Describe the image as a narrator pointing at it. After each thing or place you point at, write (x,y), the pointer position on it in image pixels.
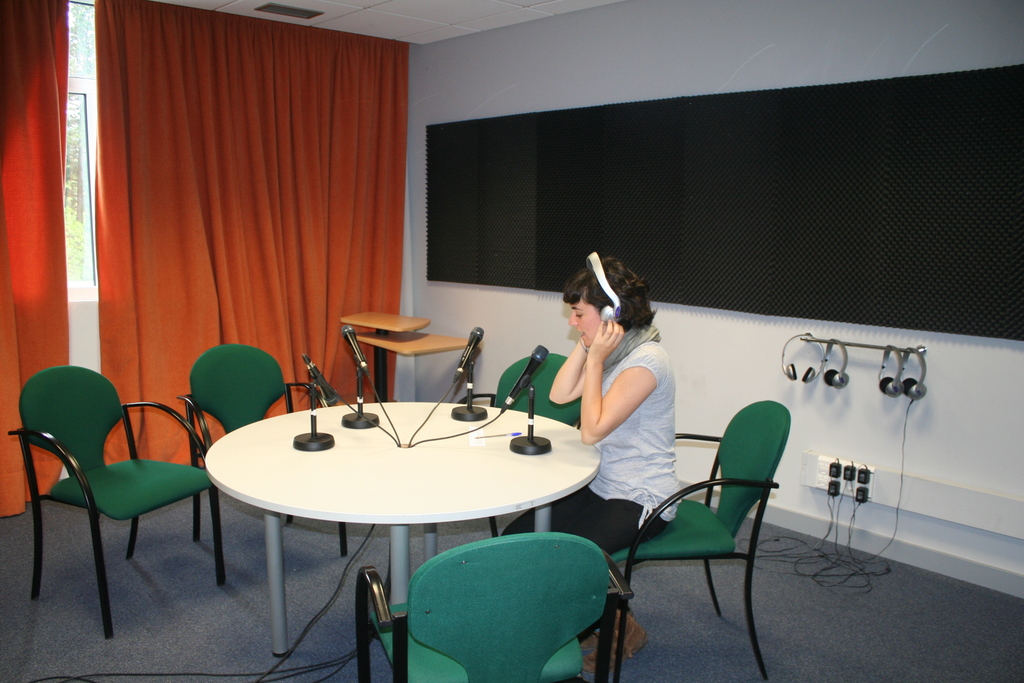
In this image there is a woman (604,398) sitting in a chair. she is wearing a gray color dress (662,484). She is listening in the headset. There are four mics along with mic stands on the table (398,514). There are five chairs (130,433) in the image and they are in green color. In the background (32,195) there is a curtain (376,126) in orange color, and a white color wall (591,64).
